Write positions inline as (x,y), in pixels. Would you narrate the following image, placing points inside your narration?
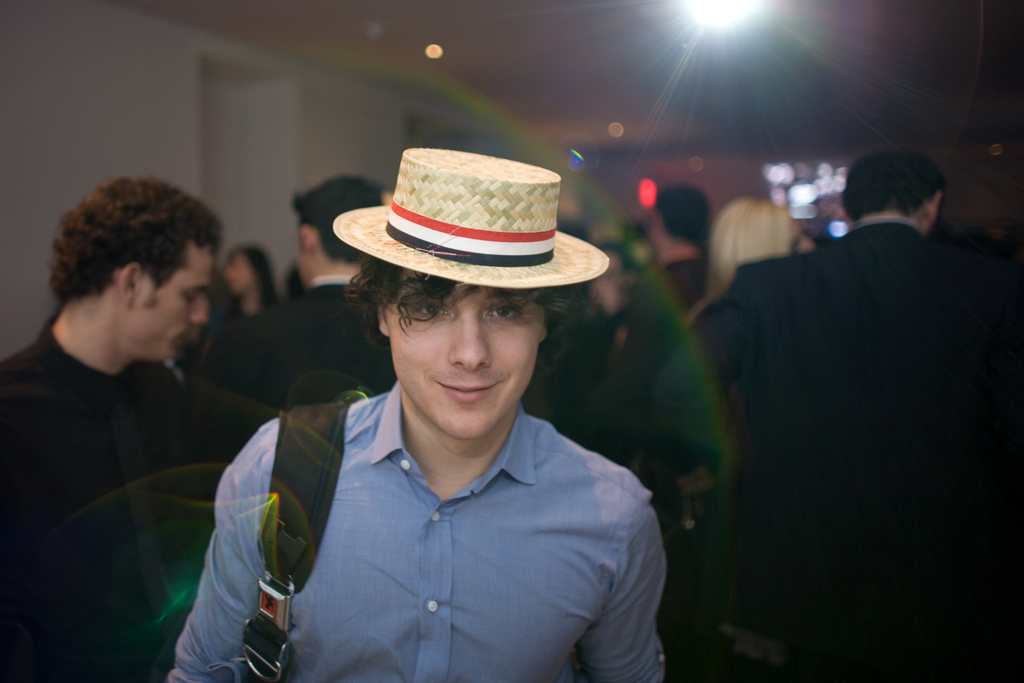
In the middle of the image (542,316) a man (527,651) is standing and smiling. Behind him few people (949,436) are standing. At the top of the image (373,163) there is wall (439,116) and roof (621,104) and lights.
